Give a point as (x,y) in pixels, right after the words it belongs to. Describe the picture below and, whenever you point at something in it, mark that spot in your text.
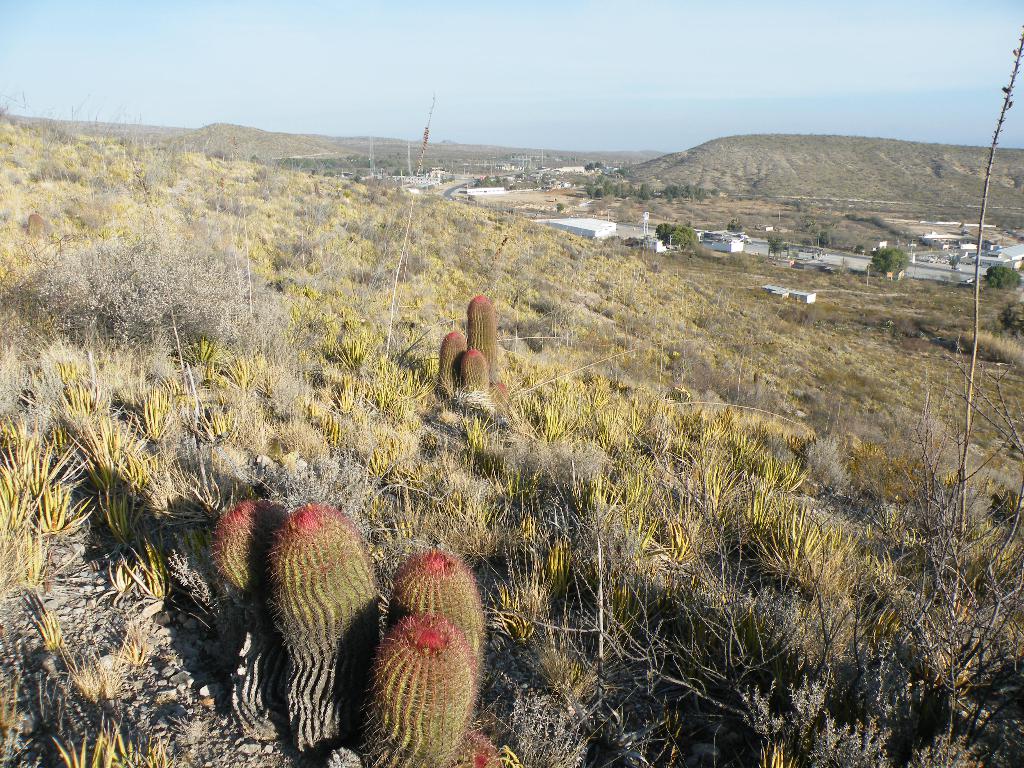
In this image we can see plants (359,474) and grass (358,257) on the ground (670,215). In the background (429,230) there are buildings (581,227), poles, grass (547,250) on the hill (332,147) and clouds (536,32) in the sky (506,13).
